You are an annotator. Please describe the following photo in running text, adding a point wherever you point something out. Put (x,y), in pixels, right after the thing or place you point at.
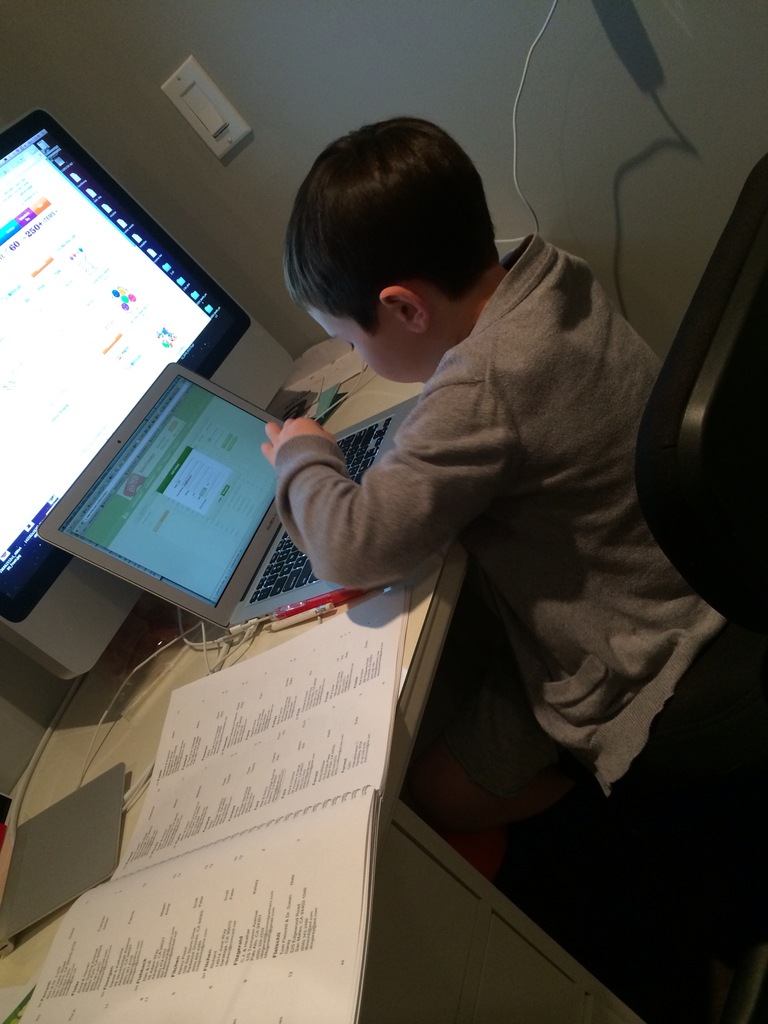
In this image we can see a boy (549,416) sitting on a chair (655,491). Near to him there is a table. On the table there is a laptop (230,558), monitor (111,400), book (262,770) and some other items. And there is a switch (199,121) on the wall (334,74).
